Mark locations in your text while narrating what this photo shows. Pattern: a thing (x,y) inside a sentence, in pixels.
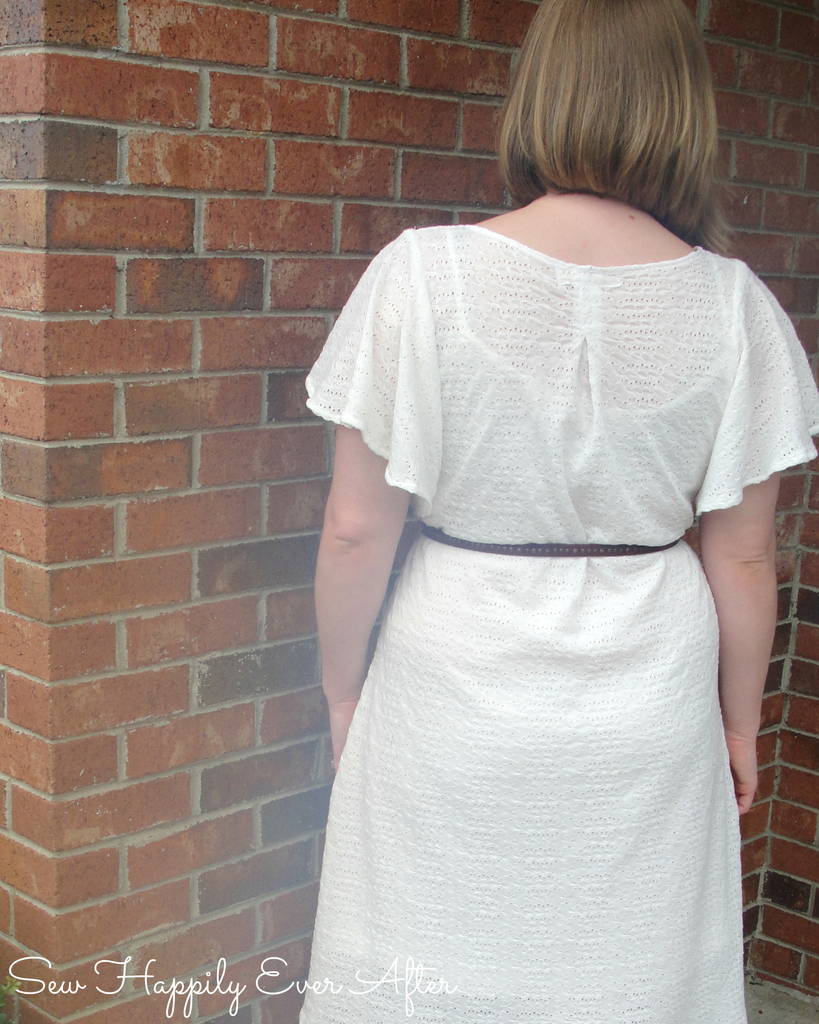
In this image I see a woman (471,376) who is wearing white dress (466,382) and I see the brick wall (306,349) and I see the watermark (49,967) over here.
